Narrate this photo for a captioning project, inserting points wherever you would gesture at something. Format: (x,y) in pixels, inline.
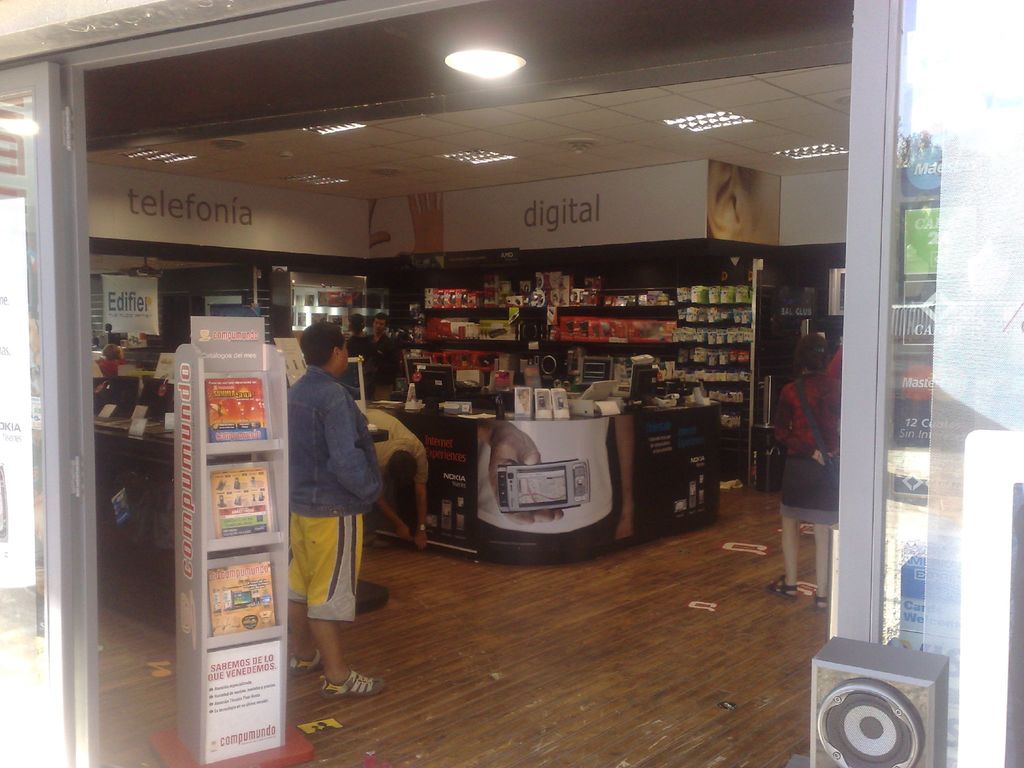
There is a store (567,374) which has some items (546,326) in it and there are group of people (792,450) standing inside the store (534,457).
